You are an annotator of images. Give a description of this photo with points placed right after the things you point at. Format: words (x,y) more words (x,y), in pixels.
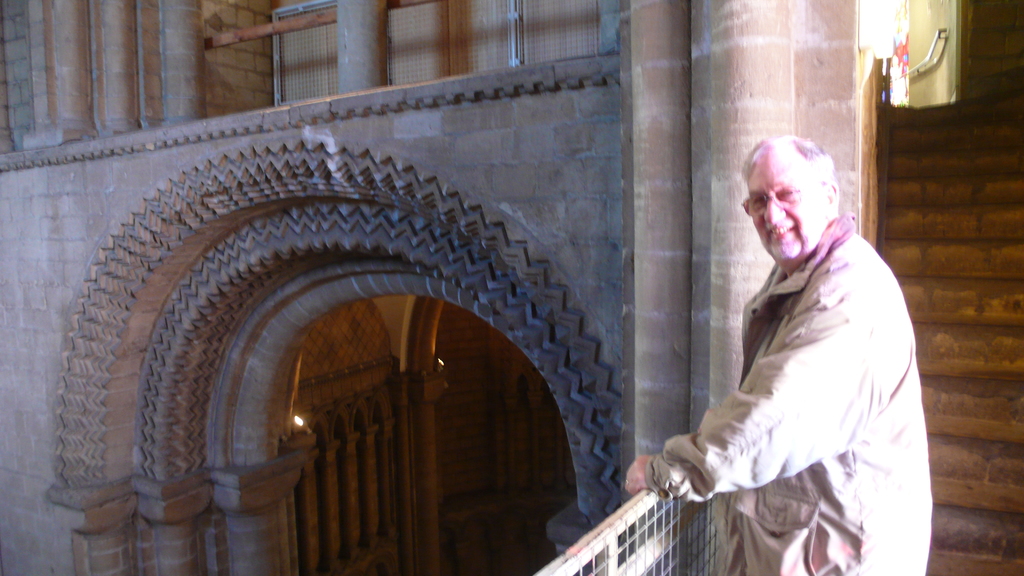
In this image I see a man (814,257) over here who is wearing a coat (867,330) and I see that the man (803,241) is smiling and I see the building (679,115) and I see the lights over here. In the background (1016,104) I see the steps (921,134) and I see the pillars (365,9).
